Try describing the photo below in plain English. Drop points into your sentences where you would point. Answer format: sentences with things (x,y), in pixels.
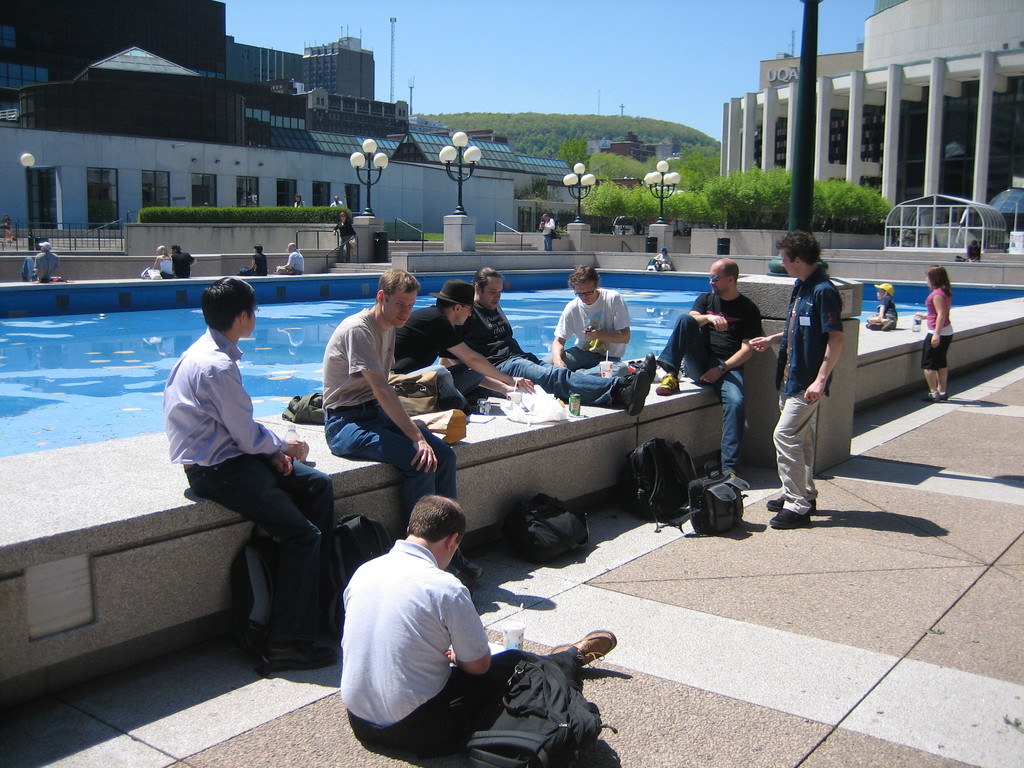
In this image there is a pool (96,433), beside the pool (662,323) few people (596,389) are sitting around the pool (96,340) there are buildings (488,149), plants (633,199), lights (570,187), in the background (598,56) there is a sky (540,62).
